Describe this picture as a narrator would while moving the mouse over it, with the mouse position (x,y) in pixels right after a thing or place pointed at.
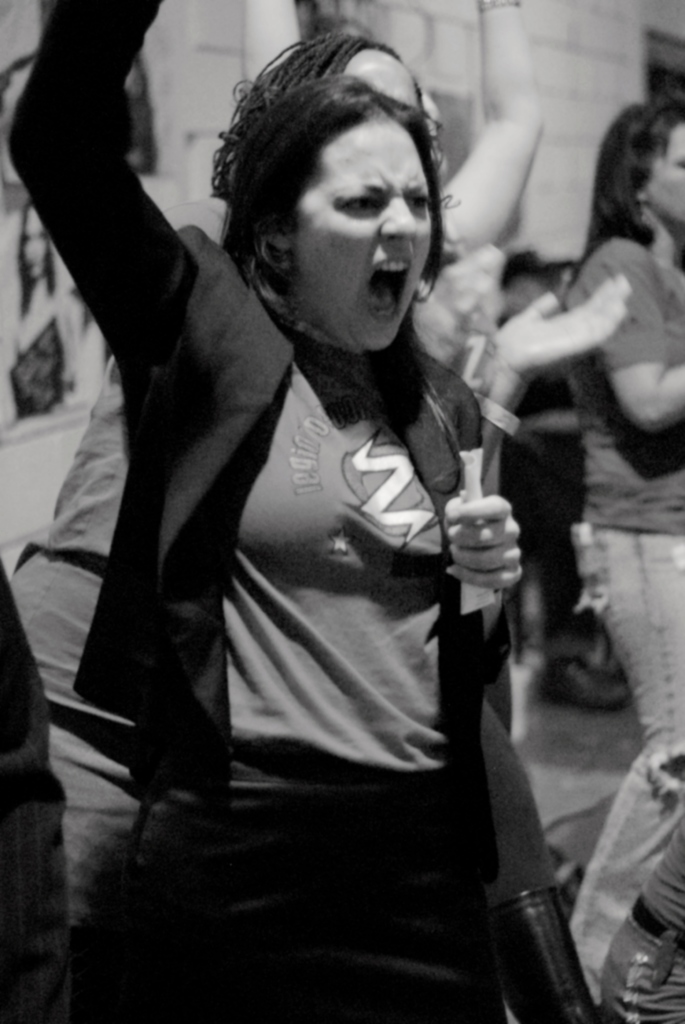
This is an black and white image. In this image, in the middle (337,388), we can see a woman (420,653) wearing a black color coat (192,412) and she also holding something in her hand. In the background (664,229), we can see group of people (629,645) and a wall (545,108).
